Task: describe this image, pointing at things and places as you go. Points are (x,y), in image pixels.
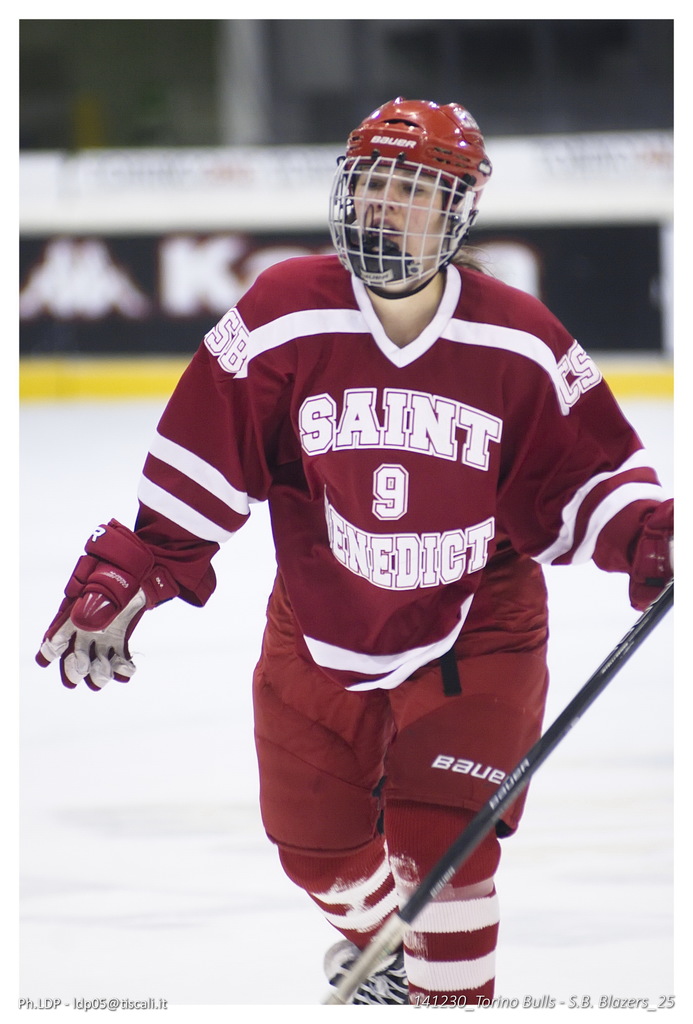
Here we can see a woman (484,702) holding a stick (669,590). She wore a helmet (390,143) and gloves (659,558). And there is a blur background (643,383).
